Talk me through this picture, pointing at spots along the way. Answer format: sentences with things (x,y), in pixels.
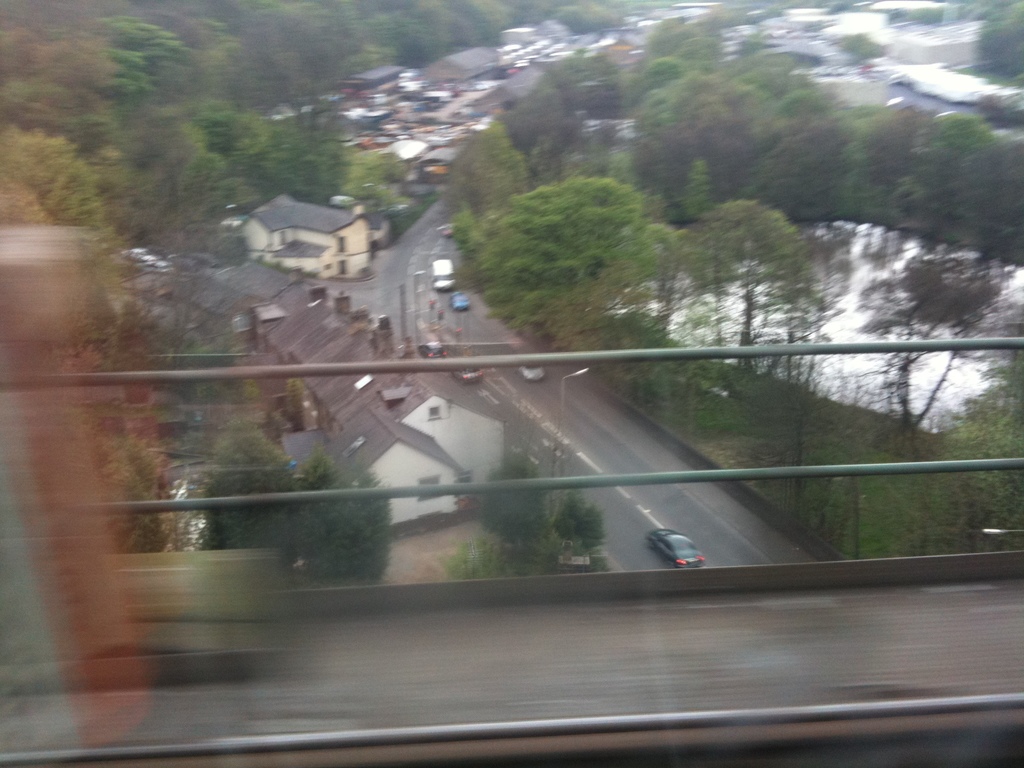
This is an outside view. Here I can see a road (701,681) and a railing (192,376). In the background (439,262) there are many vehicles (448,281) on another road (457,309). Beside the road (397,262), I can see many buildings (315,271) and also trees (557,146). On the right side (837,338) there is a river (855,282).
